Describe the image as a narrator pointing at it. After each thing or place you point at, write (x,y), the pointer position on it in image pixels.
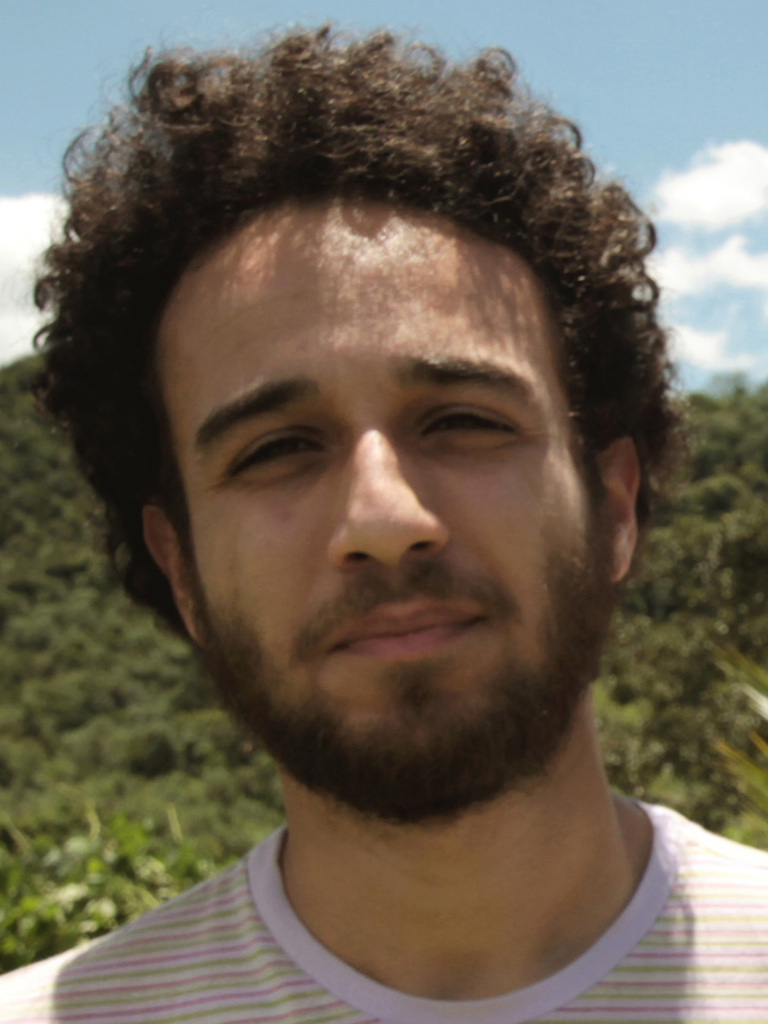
There is a man (323,832), he is wearing a round neck shirt (433,1015) he is having curly hair (349,143), behind the man (352,294) there are a lot of trees (682,610) and in the background (689,143) there is a sky (736,276).
